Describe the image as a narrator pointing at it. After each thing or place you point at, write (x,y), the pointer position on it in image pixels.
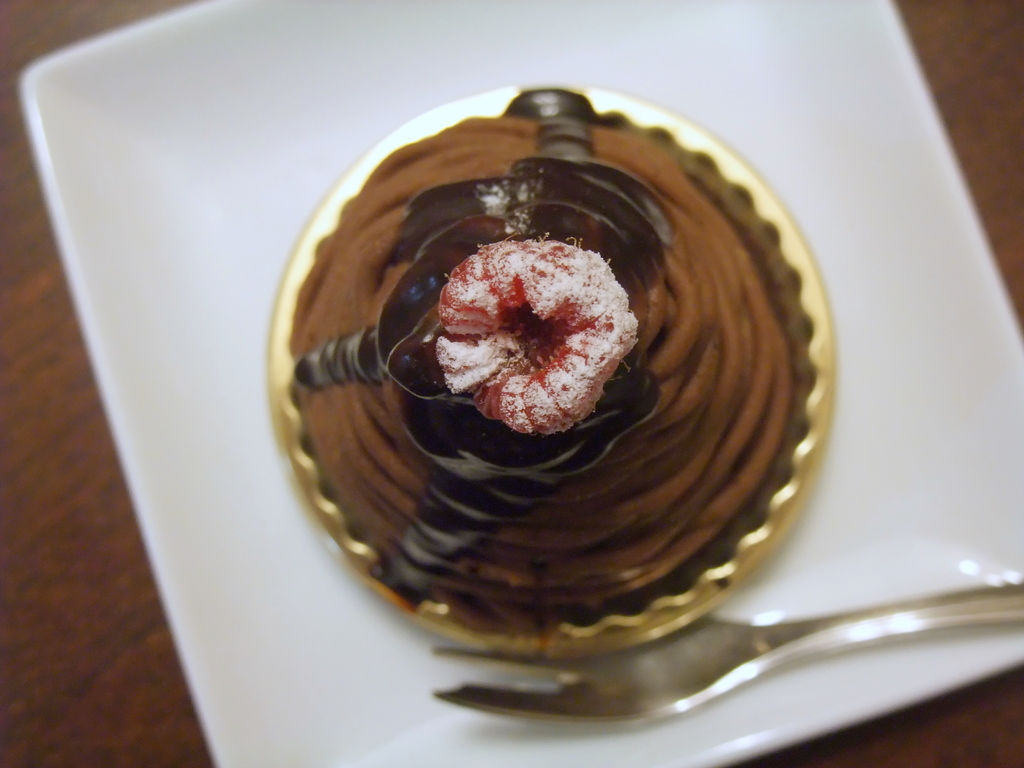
In this image we can see food item (721,527) and a fork (752,644) in a plate (213,743) which is on a wooden platform (74,737).
